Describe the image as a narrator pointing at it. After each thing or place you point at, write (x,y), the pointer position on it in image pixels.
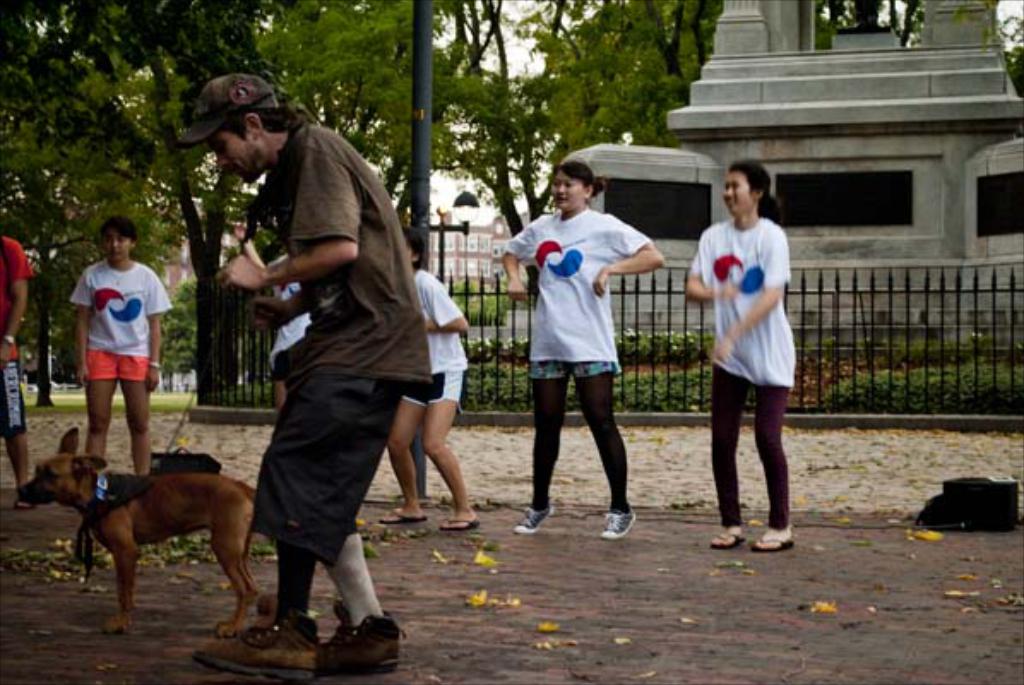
In this picture we can see some persons (598,246) are standing on the road (580,600). There is a dog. On the background (204,282) there are trees (368,47) and this is pole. Here we can see a building (821,228) and this is fence (1012,311).
